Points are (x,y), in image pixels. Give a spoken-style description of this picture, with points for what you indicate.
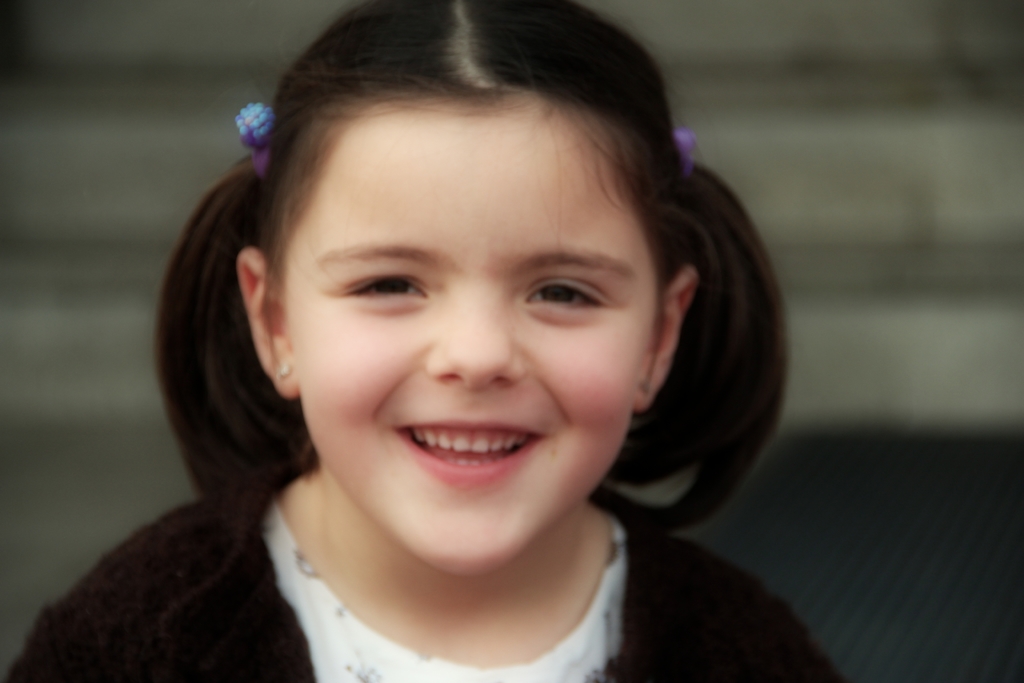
In this picture I can see a girl (747,394) with a smile (476,424) on her face (485,408) and I can see blurry background (973,321).
